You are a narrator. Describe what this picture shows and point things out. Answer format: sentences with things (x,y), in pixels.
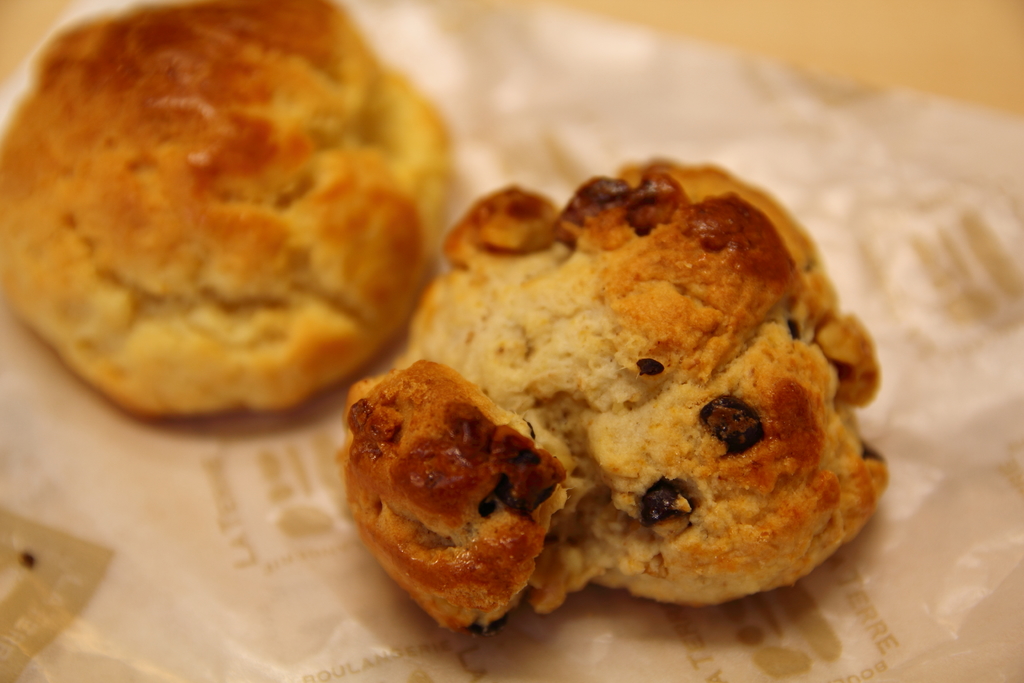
In the center of the image (412,253) we can see cookies (628,337) placed on the table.
